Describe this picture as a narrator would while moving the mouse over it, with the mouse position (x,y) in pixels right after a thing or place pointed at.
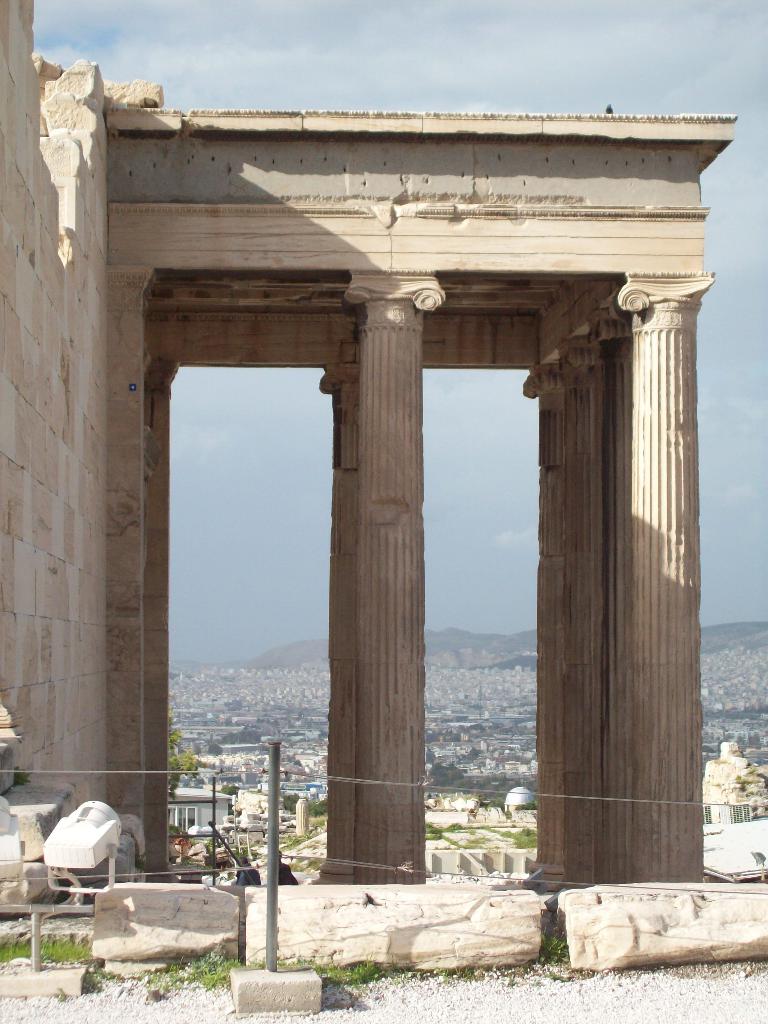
In this picture I can see there is a fort (106,594), it has pillars (135,481) and there is a wall (62,565) on the left side (30,463). There are rocks (644,956) and lights (62,825) on the floor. In the backdrop (252,720), there are buildings (508,703), trees (177,773) and the sky (692,16) is cloudy.
